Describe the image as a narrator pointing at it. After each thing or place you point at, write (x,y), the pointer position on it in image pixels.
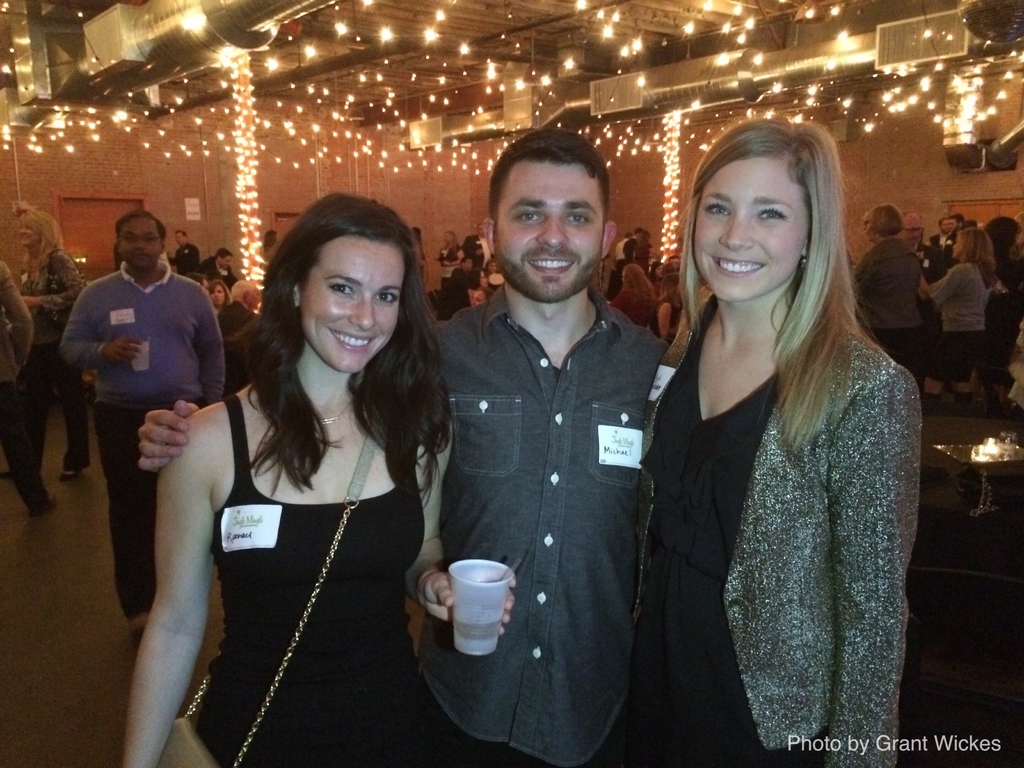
In this picture we can see some people (322,383) are standing, some people (436,310) are sitting and some people (134,507) are walking on the floor (51,532). Behind the people (149,325) there are poles (239,77) with lights (675,169) and a wall (160,182) with a door (119,217). At the top (144,35) there are "AC vents (883,47) and AC ducts" (853,71) and some decorative lights (679,114).
